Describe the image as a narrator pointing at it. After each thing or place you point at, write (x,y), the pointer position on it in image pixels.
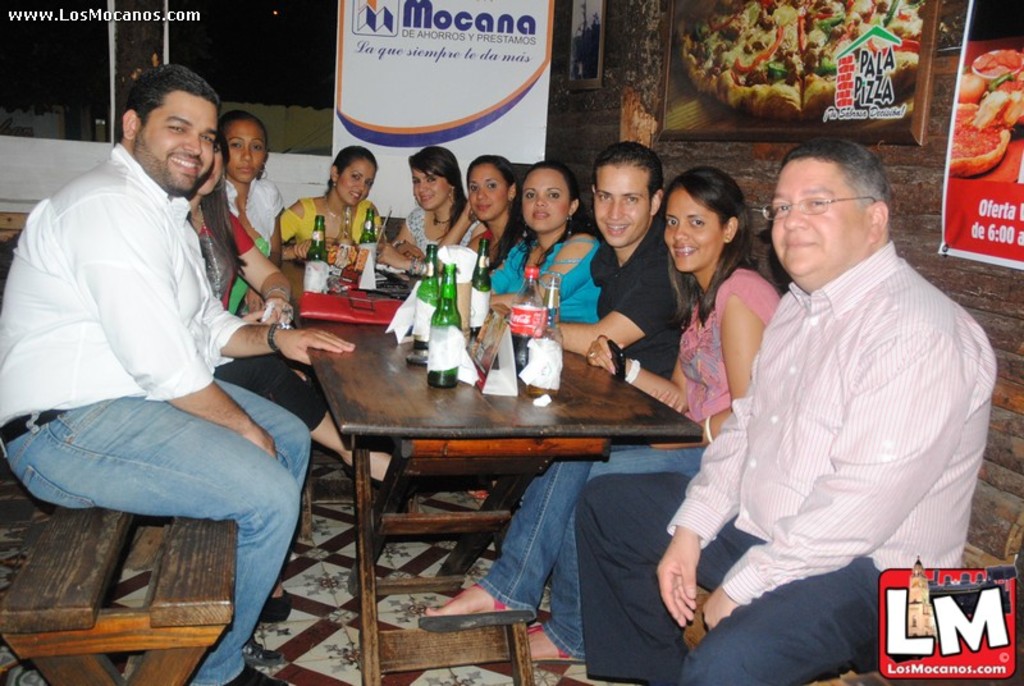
In this image I can see number of people (71,260) are sitting. Here on this table (336,378) I can see few bottles (453,280) and napkins (543,346). I can also see smile on few faces (636,217).
